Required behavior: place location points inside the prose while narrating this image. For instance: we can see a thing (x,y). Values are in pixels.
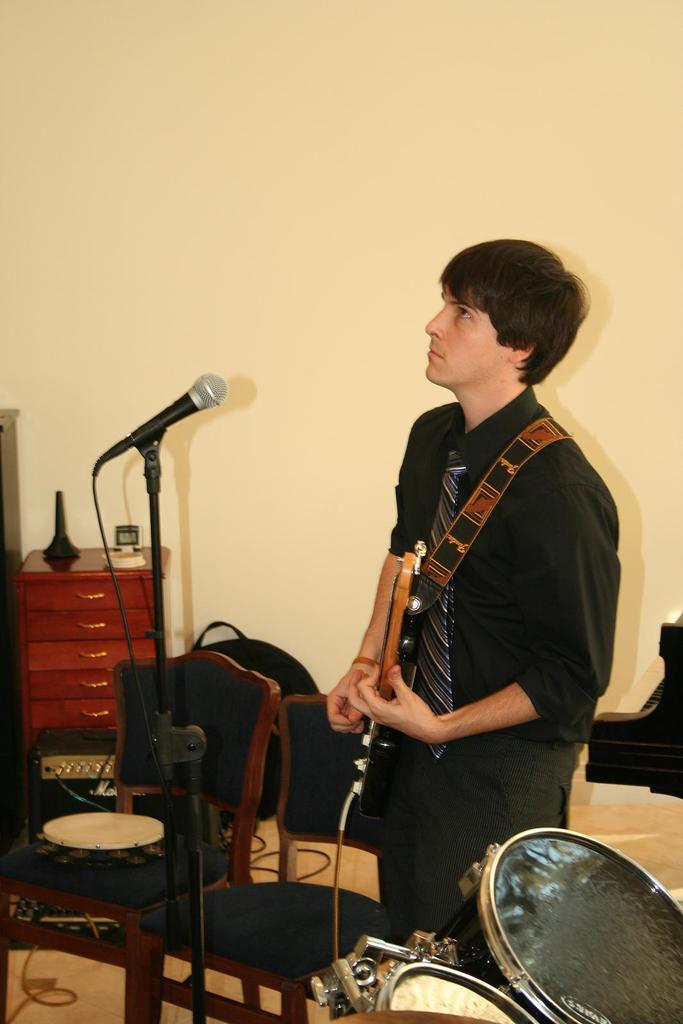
In this image there is a man (523,767) towards the right (586,472). He is wearing a black shirt (505,612), black trousers (485,749) and holding a guitar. Towards the left (200,813) there are two chairs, a mic (170,796) and a drum (76,816). Towards the right bottom (547,892) there are two drums (597,868). In the background (49,593) there is a desk (56,580).
